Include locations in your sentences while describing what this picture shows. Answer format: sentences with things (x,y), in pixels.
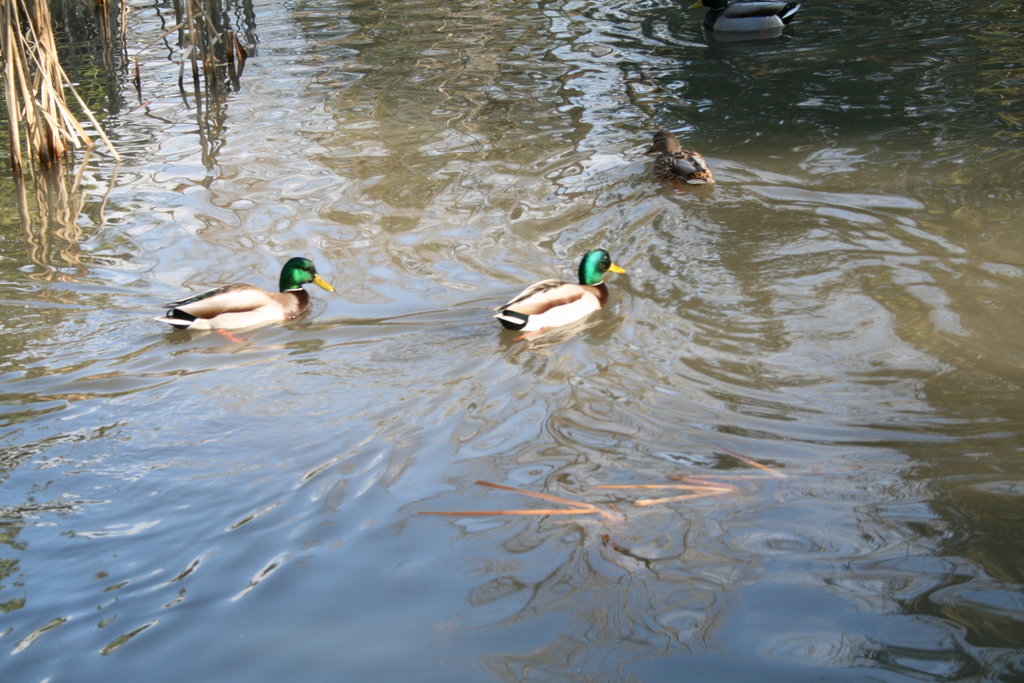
In this image we can see ducks (301,303) in the water (322,344).
